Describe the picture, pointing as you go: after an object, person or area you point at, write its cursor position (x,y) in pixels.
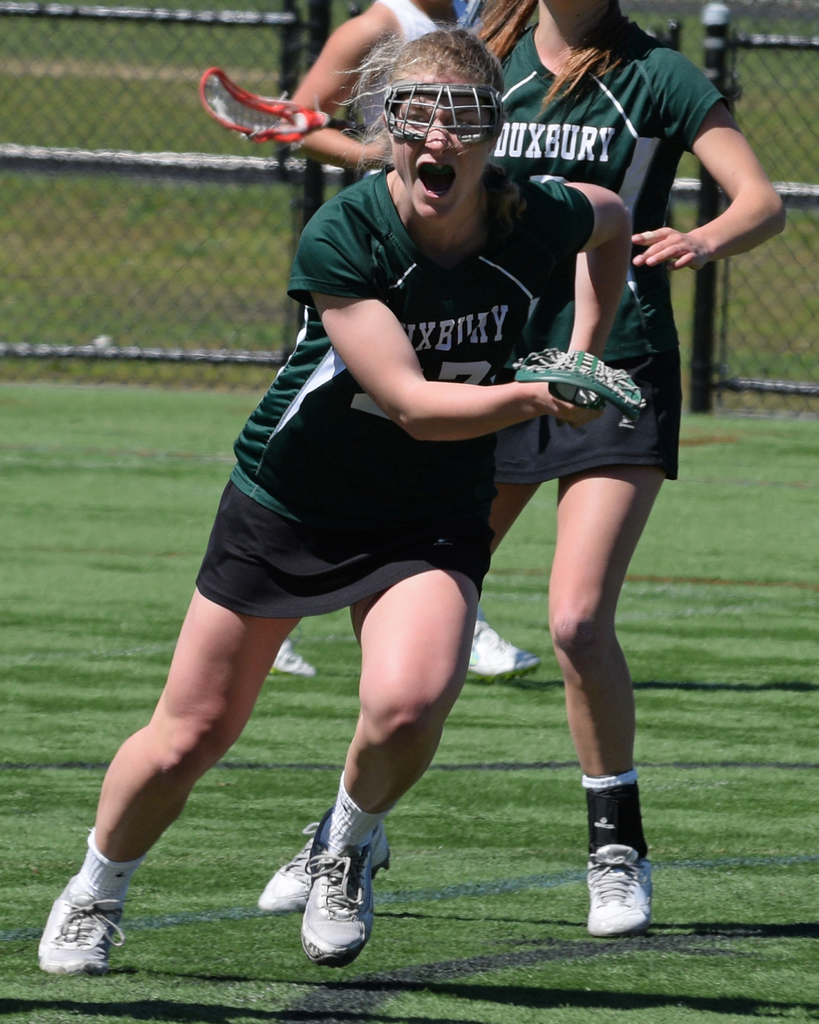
In this picture there are few persons (454,197) standing on a greenery ground (341,761) and there is a fence (204,228) in the background (187,80).
